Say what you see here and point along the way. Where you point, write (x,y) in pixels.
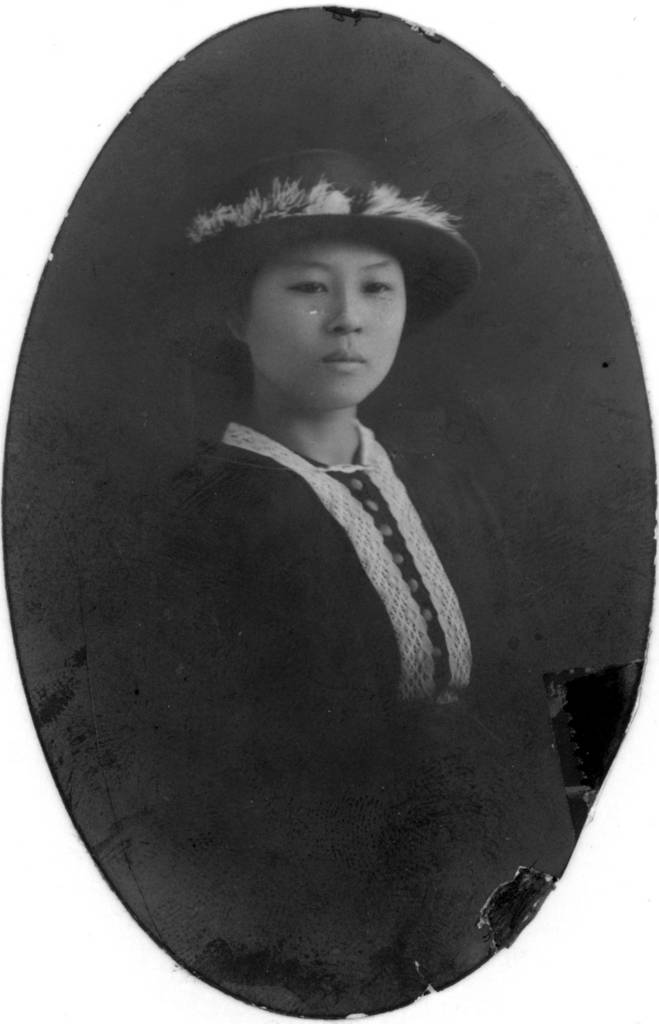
It looks like an old black and white picture of a woman (300,504).
